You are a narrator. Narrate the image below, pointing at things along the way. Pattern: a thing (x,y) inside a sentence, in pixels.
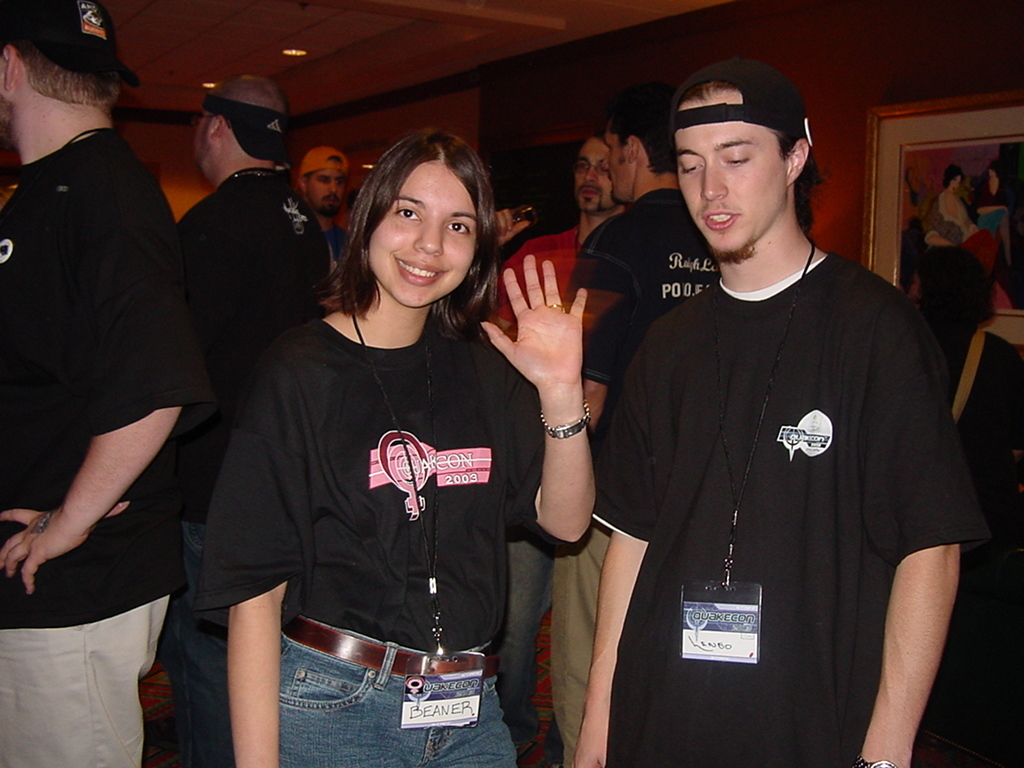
In this picture we can see some people (475,311) standing here, in the background (795,22) there is a wall (835,56), we can see a portrait (958,205) on the wall (861,63), a man (892,372) in the front (819,522) wore a cap (769,124).
